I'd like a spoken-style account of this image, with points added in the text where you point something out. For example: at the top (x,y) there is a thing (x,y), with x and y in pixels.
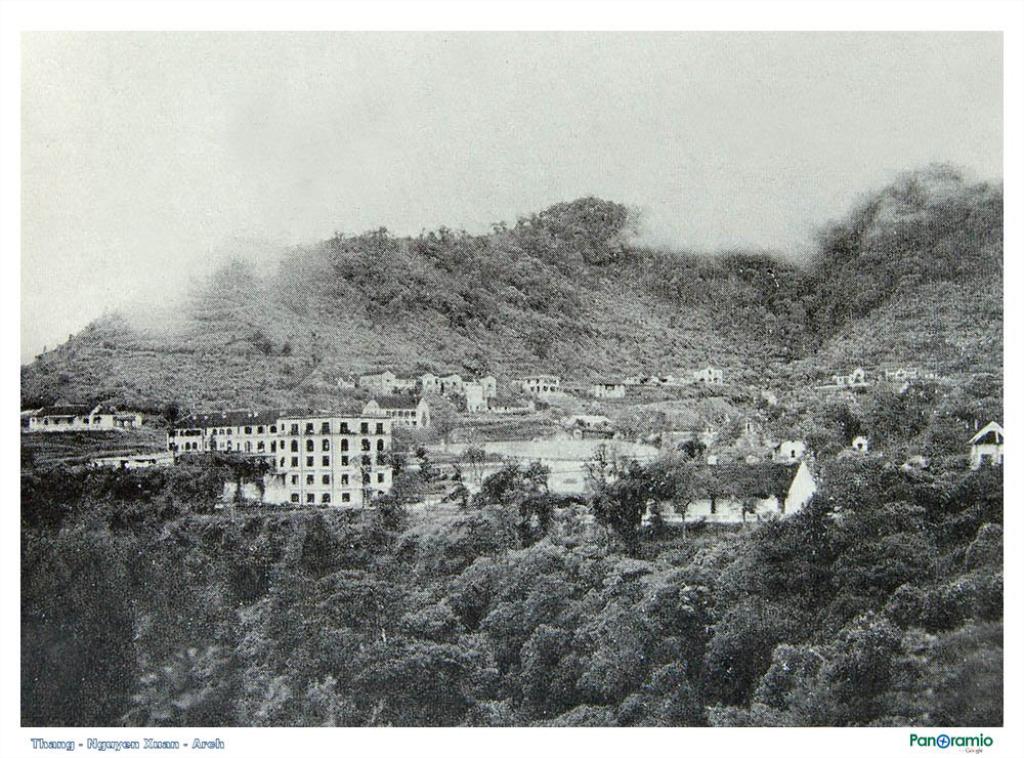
In the image we can see the black and white picture of the buildings (364,442), trees (556,538) and the sky (575,106), and here we can see the text (966,739).
